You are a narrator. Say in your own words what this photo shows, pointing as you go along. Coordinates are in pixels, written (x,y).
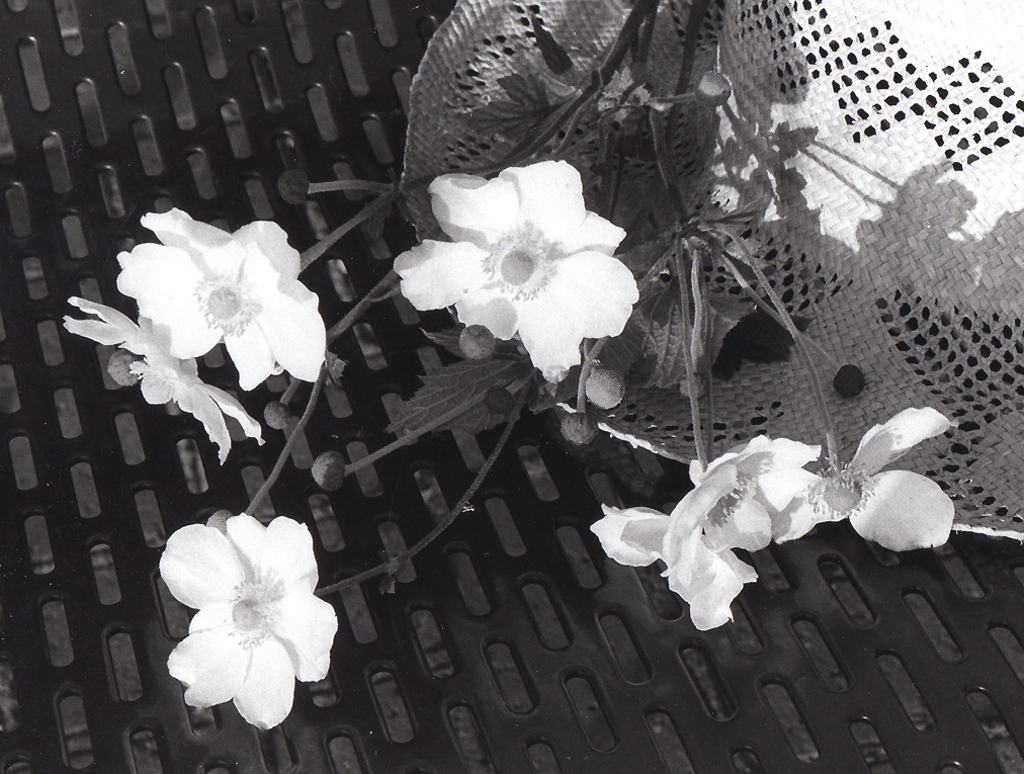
This is a black and white image. In the center of the image (512,359) we can see some flowers (224,433), buds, leaves (405,410). On the right side of the image (817,121) we can see a hat (916,217). In the background of the image (329,150) we can see a mesh (143,562).
